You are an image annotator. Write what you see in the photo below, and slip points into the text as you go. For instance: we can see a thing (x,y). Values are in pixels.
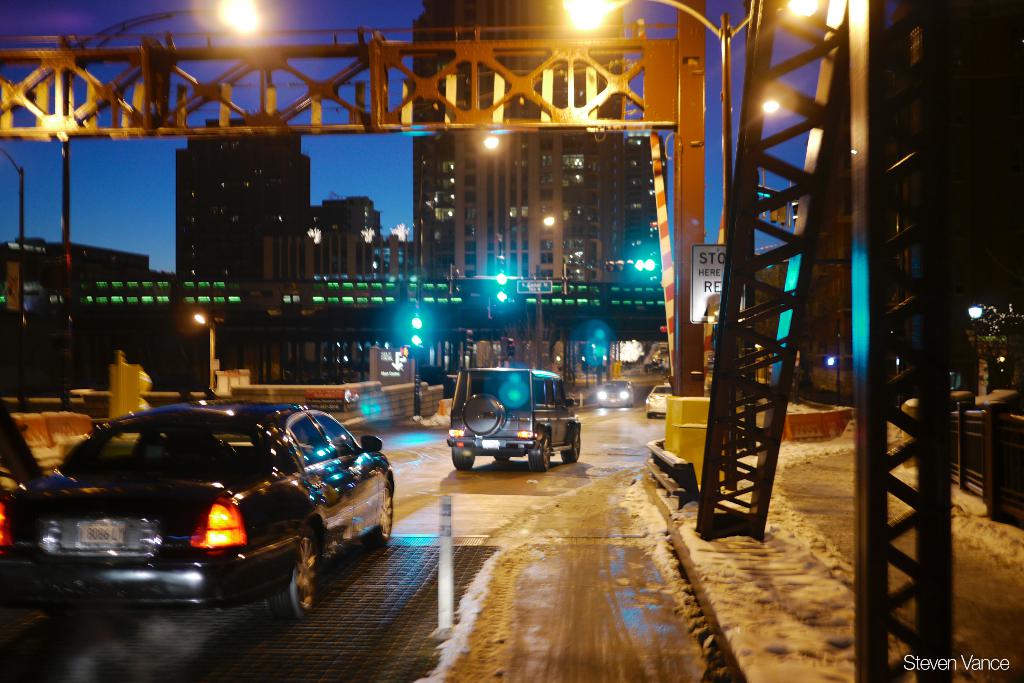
In this image there is the sky (146,194), there are buildings (321,218), there is a building (489,17) truncated towards the top of the image (476,18), there are poles (66,194), there are street lights (249,17) truncated towards the top of the image (231,16), there is the wall (362,392), there is road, there are vehicles (543,462) on the road (608,418), there are boards (703,282), there is text (710,258) on the boards (703,272), there are objects (995,442) truncated towards the right of the image (1006,397), there is text (945,660) towards the bottom of the image (926,664), there is a vehicle (37,490) truncated towards the left of the image (39,544), there is a building (12,261) truncated towards the left of the image (34,295).
